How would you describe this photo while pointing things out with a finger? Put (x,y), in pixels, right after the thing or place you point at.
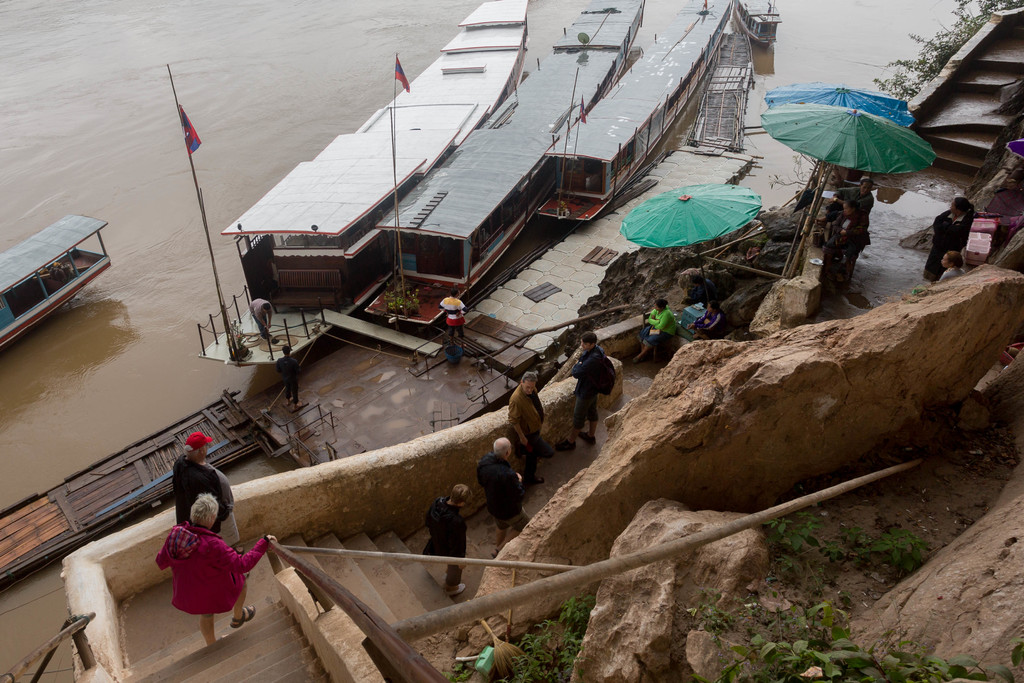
In this image there are boats (428,74), flags (192,137), people (232,502), steps (231,650), umbrellas (683,206), rocks (948,589), leaves (863,675) and objects (597,574).
